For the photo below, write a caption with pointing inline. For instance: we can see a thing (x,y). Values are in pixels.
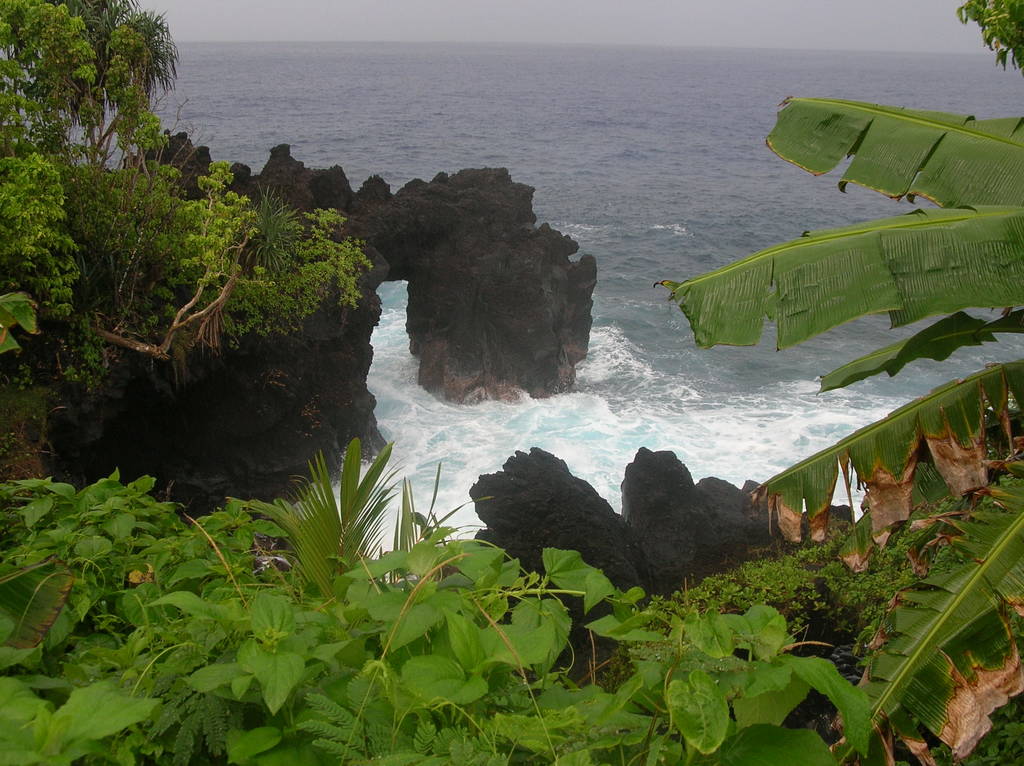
In this image I can see a ocean (866,90) and I can see rocks (210,371) and I can see plants (63,309) visible.
